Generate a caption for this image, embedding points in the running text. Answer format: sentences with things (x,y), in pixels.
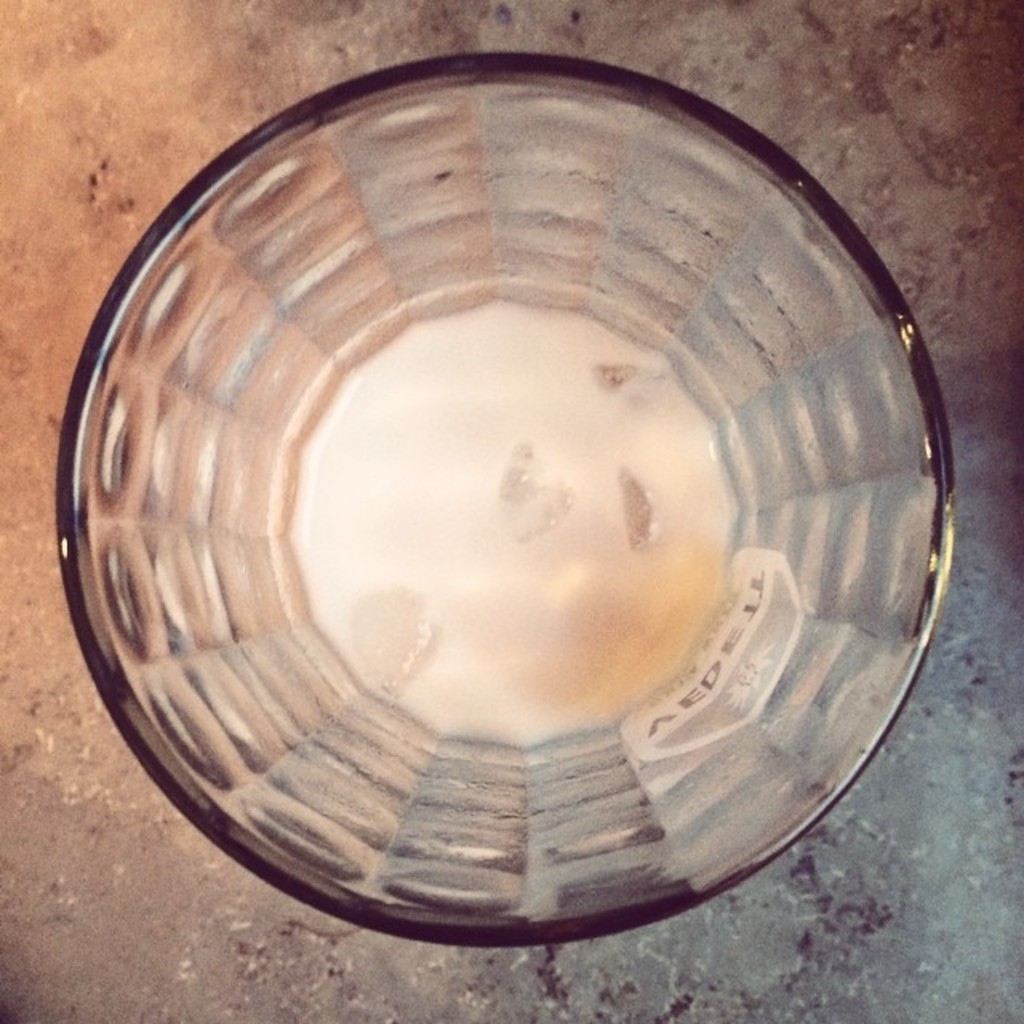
In this image we can see a glass tumbler (216,530).
